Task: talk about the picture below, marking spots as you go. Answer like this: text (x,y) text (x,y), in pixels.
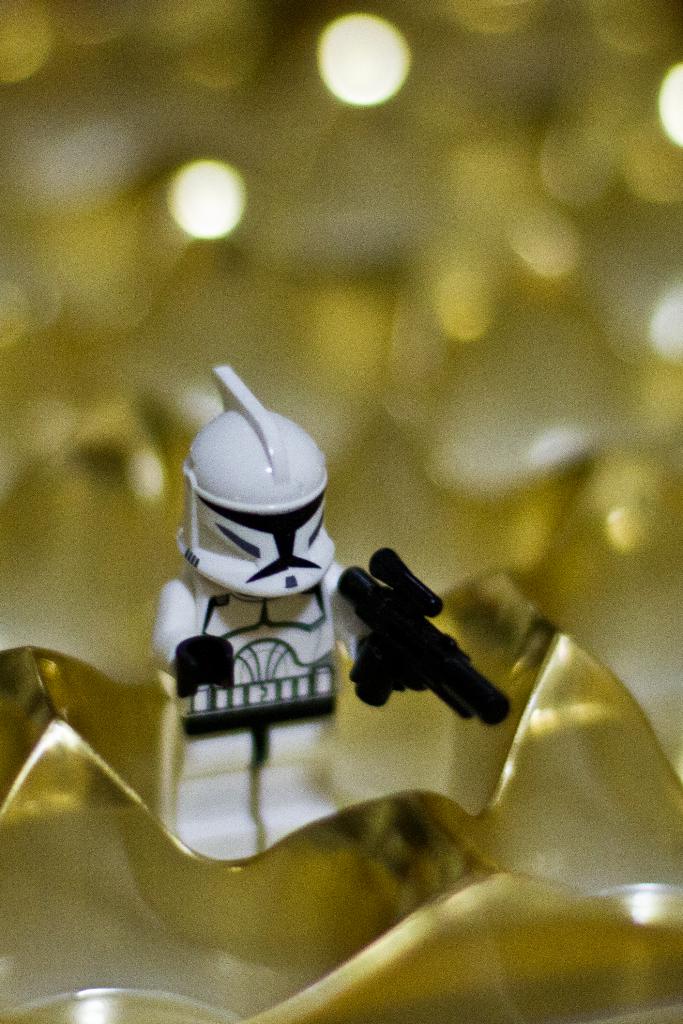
In this picture we can see toy (421,658) on the platform (125,724). In the background of the image (225,179) it is blurry.
